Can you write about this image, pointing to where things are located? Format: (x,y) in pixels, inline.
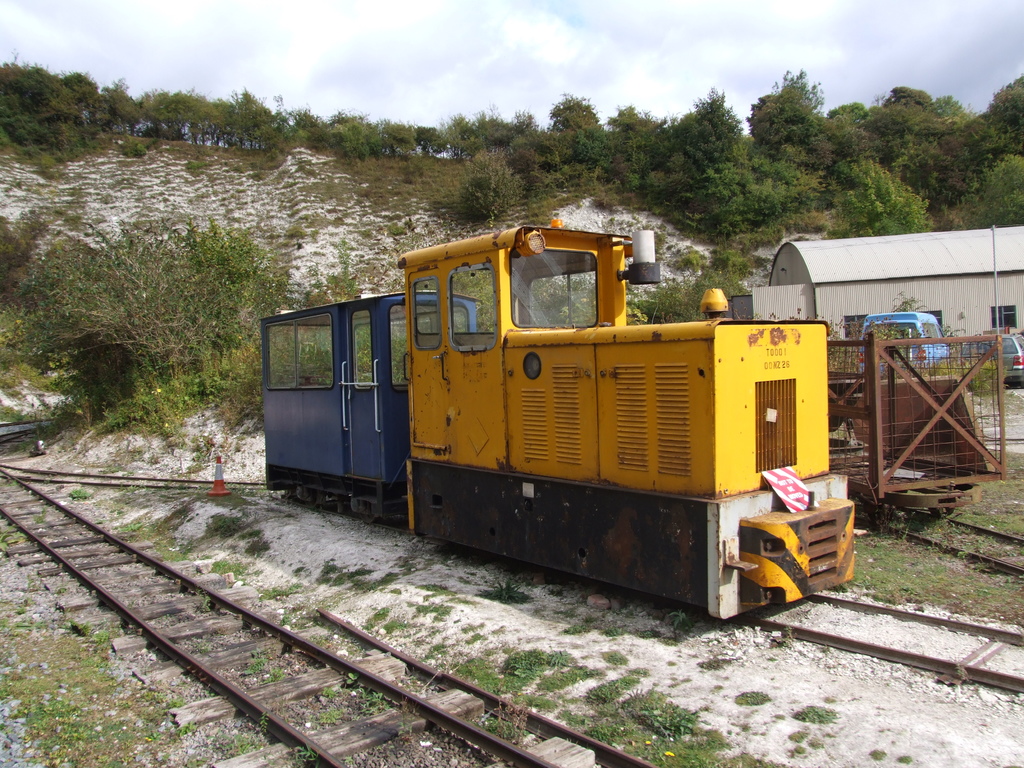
This is an outside view. At the bottom (385,707), I can see the railway tracks (269,680) and there is a vehicle (715,433) on the track (889,639) which is looking like a train engine (472,406). On the right side (868,283) there is a shed (923,284) and two vehicles (905,338) on the ground (978,505). In the background (833,184) there are many trees (675,184). At the top of the image (487,47) I can see the sky (342,58).
